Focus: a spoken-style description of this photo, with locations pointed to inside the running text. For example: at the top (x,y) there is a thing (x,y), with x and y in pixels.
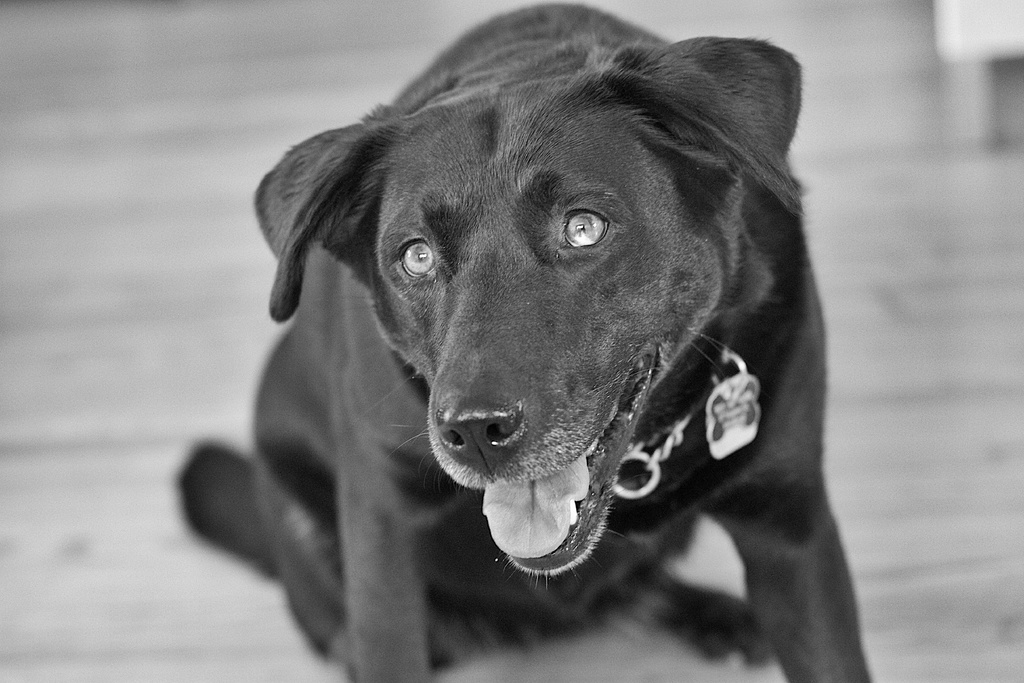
In the picture we can see a dog (507,633) sitting on the floor (196,203) which is black in color and to its neck (699,391) we can see a chain (676,447) and locket (712,430).
